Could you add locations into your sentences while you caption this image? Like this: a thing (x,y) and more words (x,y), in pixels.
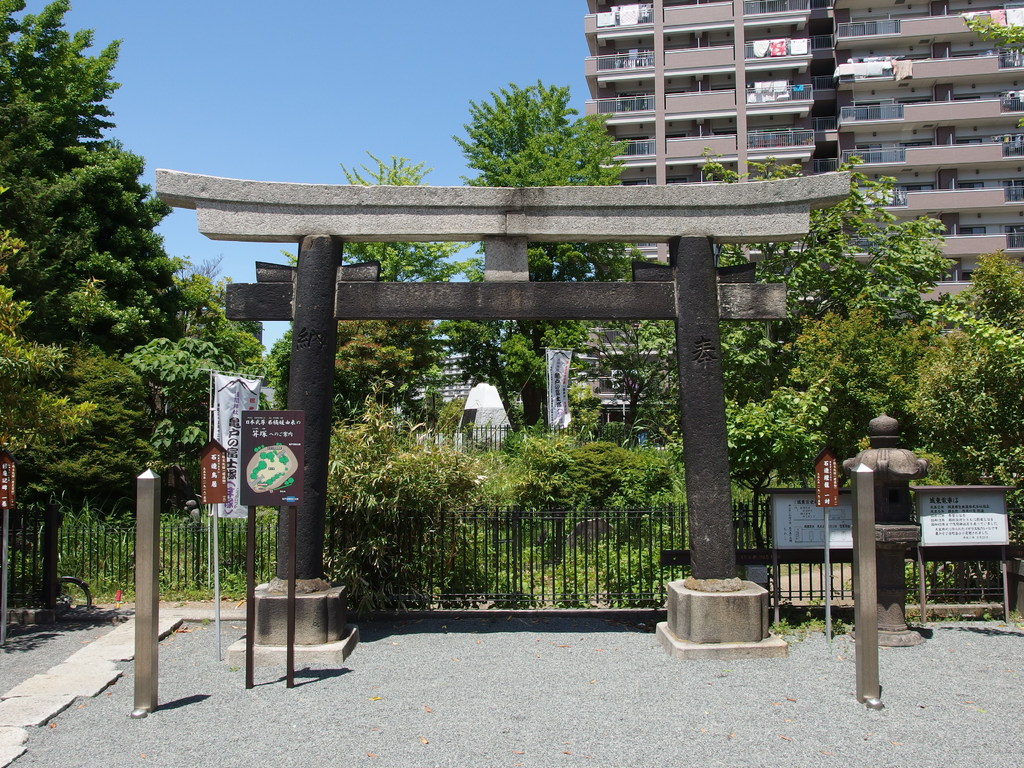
In the center of the image (387,293) there is an arch (450,214). In the background (638,364) we can see many trees (680,455) and also buildings (838,84). Image also consists of name boards (246,454) and also fence (553,545). At the bottom (604,710) there is path (655,703) and at the top (354,134) there is sky (327,94).
